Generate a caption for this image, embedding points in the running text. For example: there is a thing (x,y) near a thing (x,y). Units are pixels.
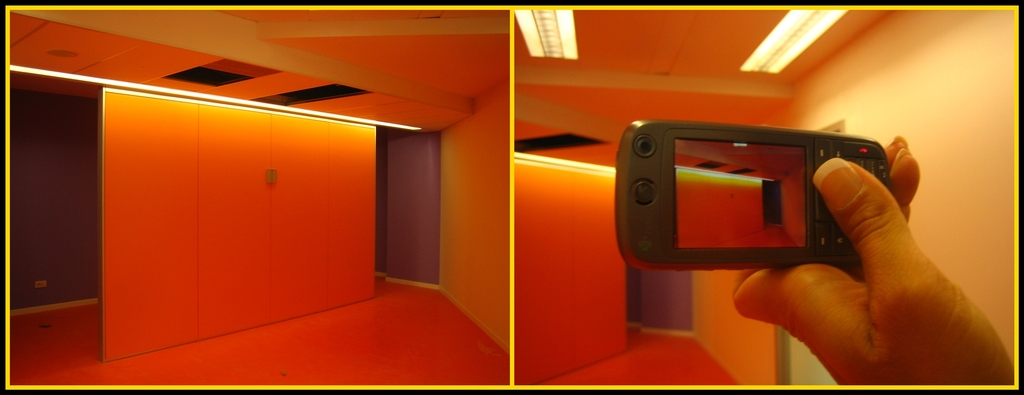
In this image there is collage of photos. Left side (326,225) picture is taken in a room (376,285). There is a wardrobe (248,272). Beside there is a door (411,243) to the wall (470,293). Right side (898,278) there is a person (915,325) holding a mobile (814,223) in his hand (900,304). Behind there is a door (681,310) to the wall (685,305). Few lights (560,51) are attached to the roof (637,55).
